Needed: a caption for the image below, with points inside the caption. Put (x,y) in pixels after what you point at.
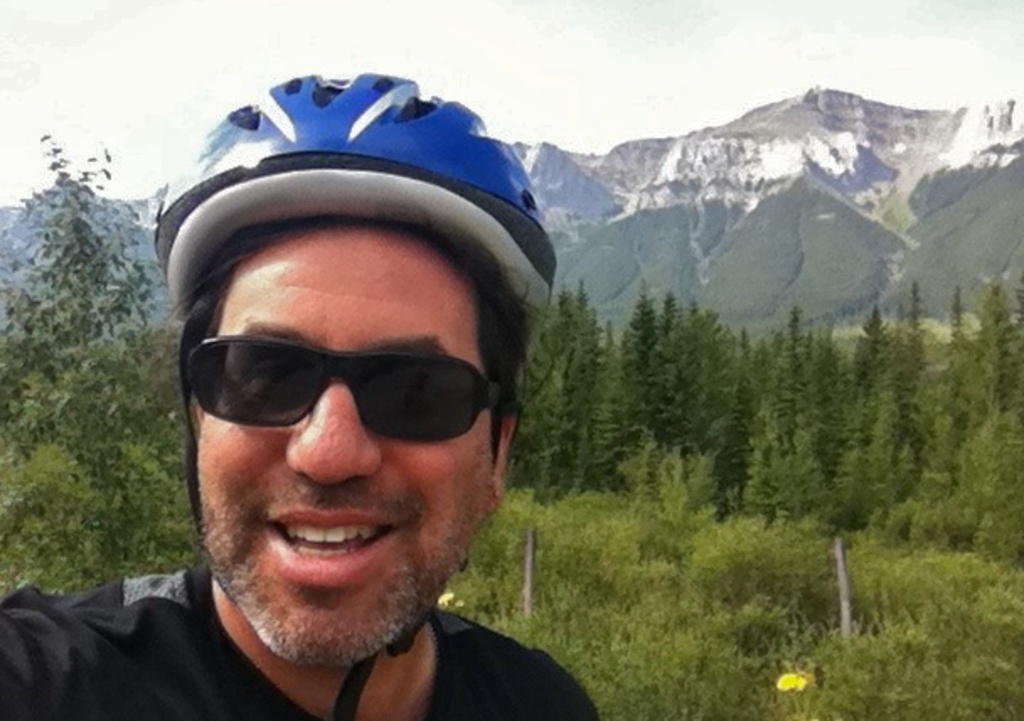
In the image there is a man (397,576) in the foreground (251,601) and behind him there are many plants (69,493) and trees (840,430), in the background (675,136) there are mountains (929,148).
